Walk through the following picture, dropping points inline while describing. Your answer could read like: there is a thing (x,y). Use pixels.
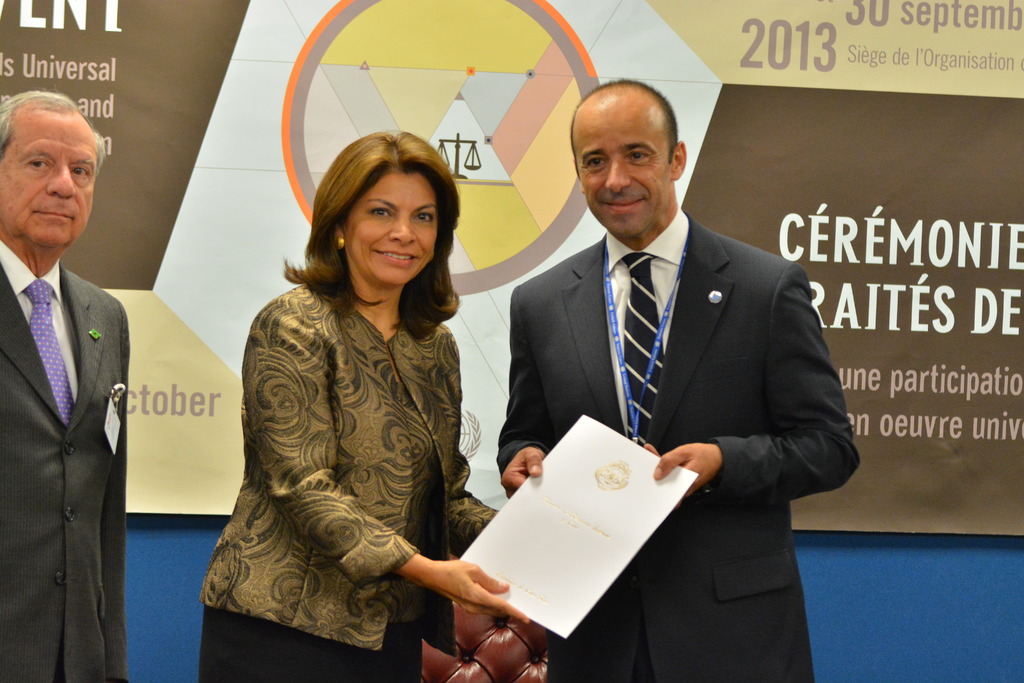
In this image we can see three people (366,315) standing, two of them are holding a paper (579,560) looks like a certificate (570,519), behind them there is a chair (493,633) and a board (493,111) with some text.
